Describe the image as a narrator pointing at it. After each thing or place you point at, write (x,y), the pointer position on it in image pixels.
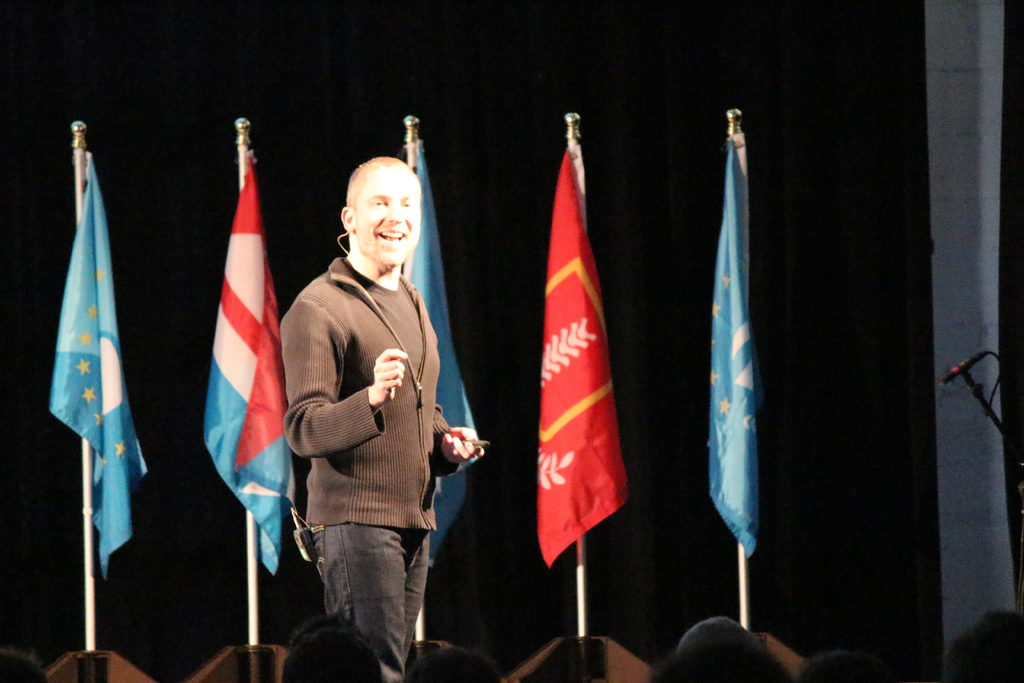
In this picture we can see a man (347,389) standing and smiling, in the background (589,253) there are five flags (76,284), we can see a dark background (643,54), at the bottom (764,680) we can see few people's heads (680,673).
